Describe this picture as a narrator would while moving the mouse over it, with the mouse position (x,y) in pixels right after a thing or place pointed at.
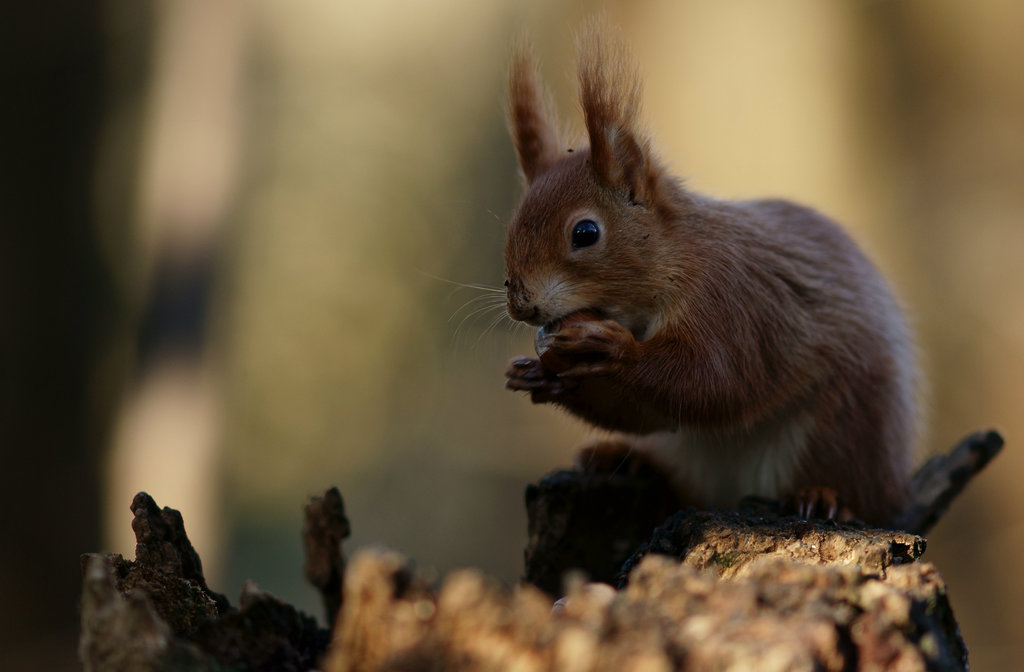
This picture seems to be clicked outside. On the right (716,305) there is an animal (770,429) sitting on the tree stump (831,539) and seems to be eating something. The background of the image (142,306) is blurry.
